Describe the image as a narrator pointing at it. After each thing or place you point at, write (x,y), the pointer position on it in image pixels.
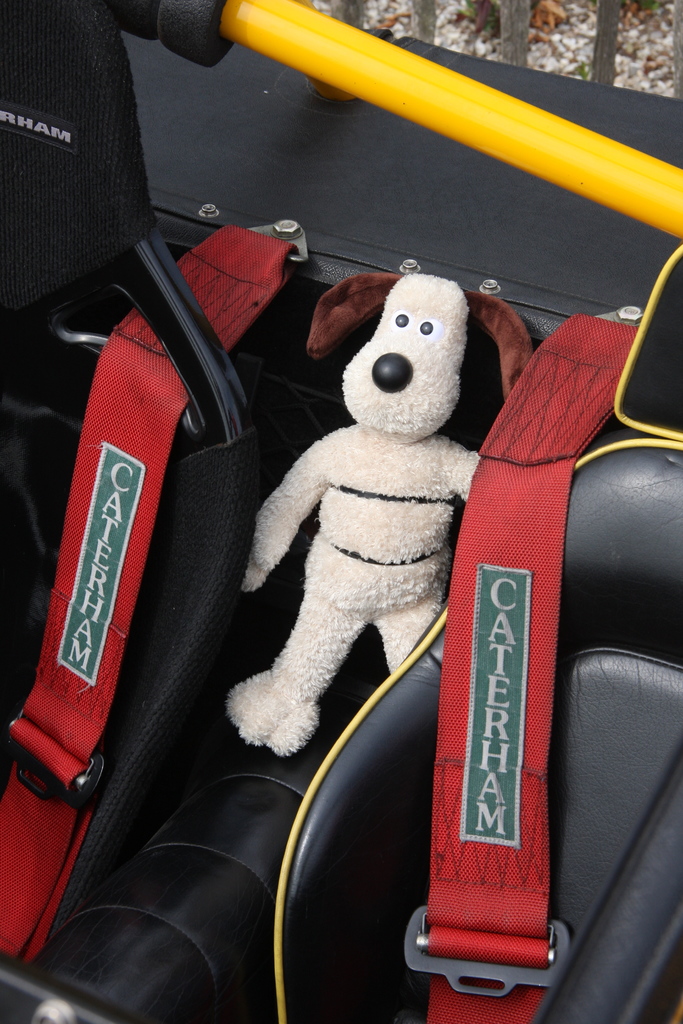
In this picture I can see couple of chairs (101,213) and a soft toy (330,599) and I can see seat belts (20,723) and I can see text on the seat belts (461,971).
